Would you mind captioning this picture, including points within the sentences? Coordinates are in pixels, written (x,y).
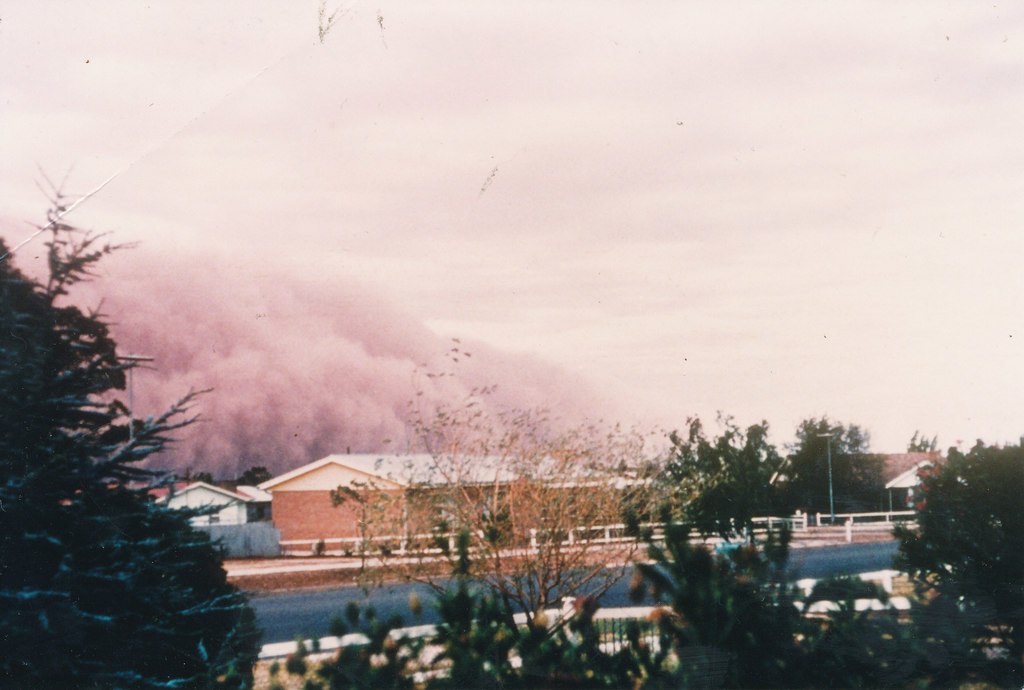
Here in this picture we can see houses (412,522) present on the ground (340,558) and we can also see a road (856,553) with railings (585,530) beside it and in the front (550,544) we can see plants (1014,485) and trees (729,475) present and we can see clouds (315,276) covered all over the sky (468,19) over there.
